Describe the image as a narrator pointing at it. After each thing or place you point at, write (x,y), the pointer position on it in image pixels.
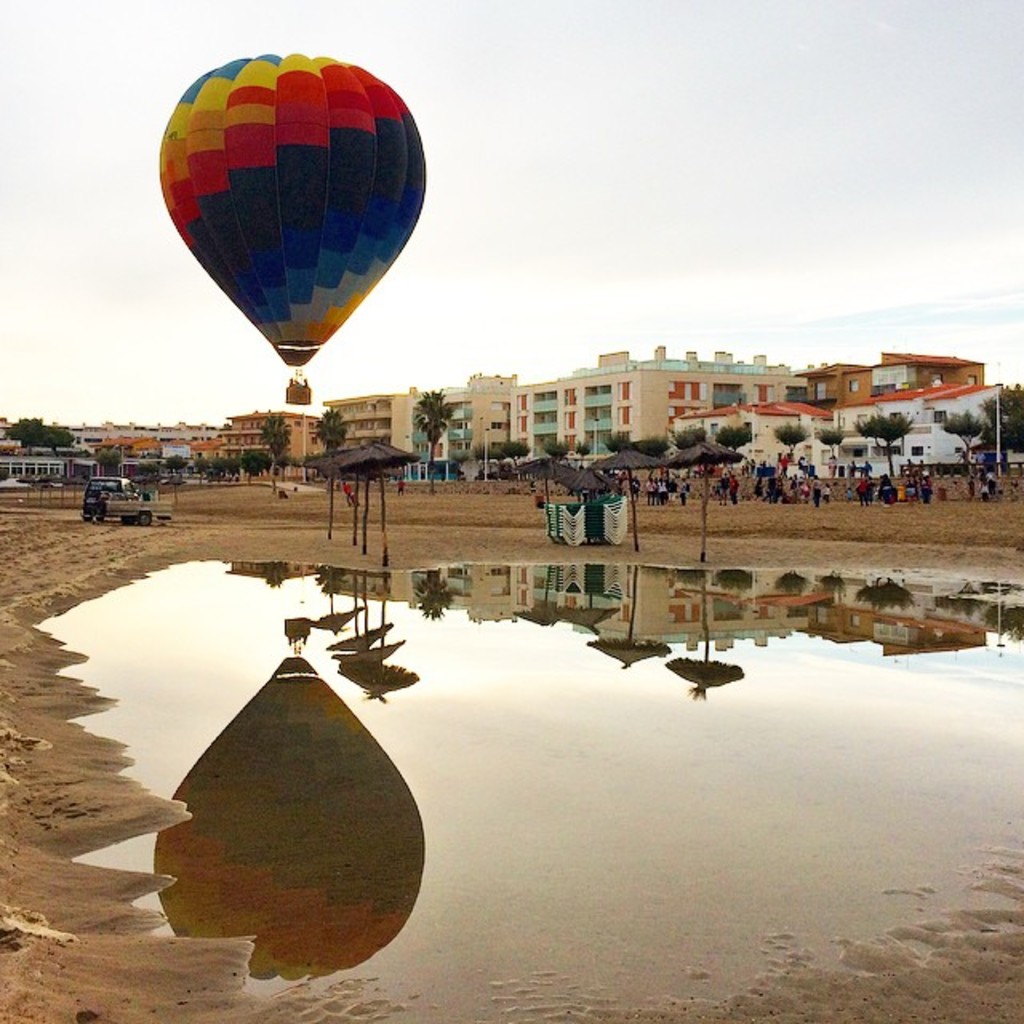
In the center of the image (459,655) we can see water (662,805) and sand (76,930). And we can see the reflection (389,679) of some objects (405,682) on the water (574,757). In the background (678,245), we can see the sky (725,201), buildings (785,388), trees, thatched umbrellas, one vehicle (104,489), few people (970,494) are standing and a few other objects (284,238).
